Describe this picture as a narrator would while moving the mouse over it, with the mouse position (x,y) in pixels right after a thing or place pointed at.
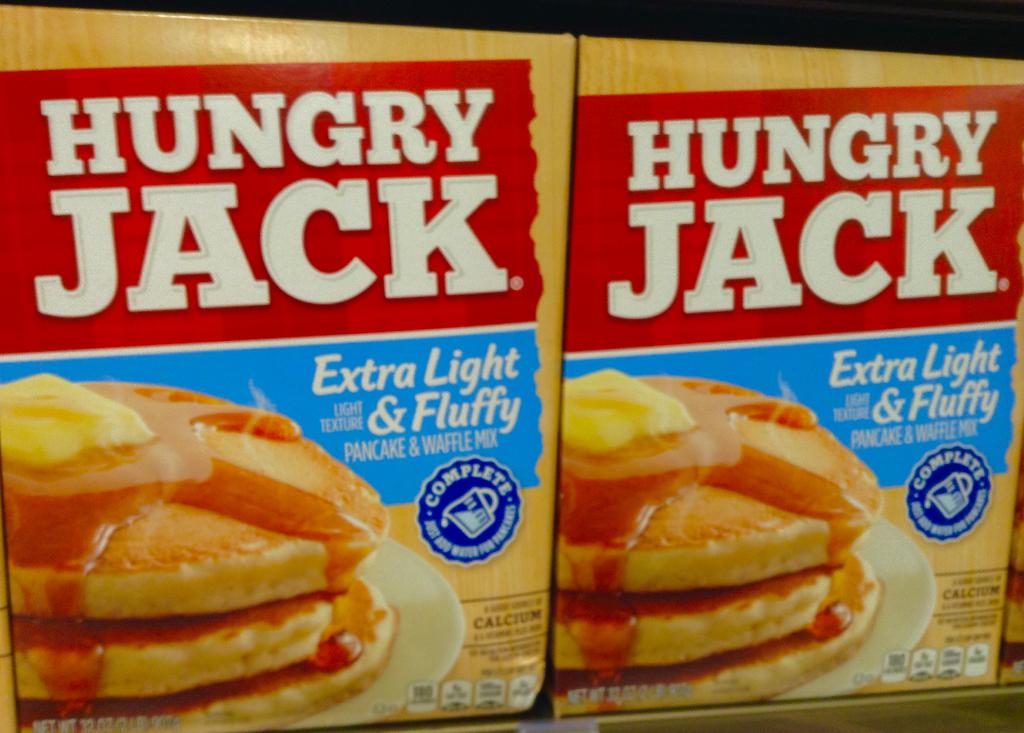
In this image there are two packets (480,433), in that packets (557,421) there is text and logo (925,514).
